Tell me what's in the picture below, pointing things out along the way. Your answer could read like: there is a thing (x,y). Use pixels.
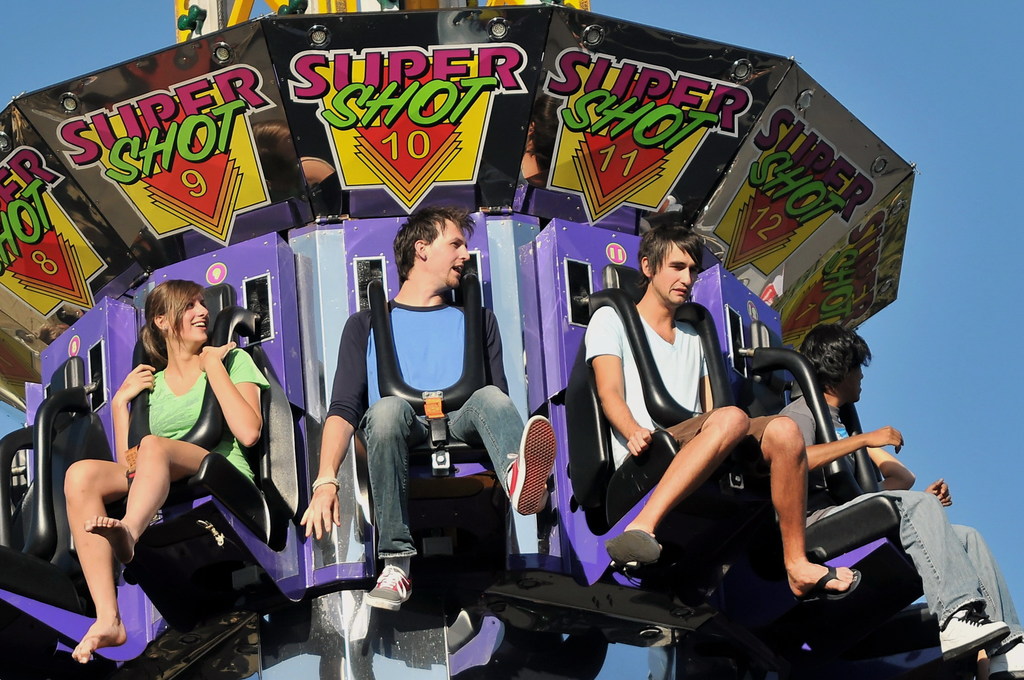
In this image we can see people (195,365) sitting on the fun ride (760,404). In the background (775,38) there is sky (793,44).
